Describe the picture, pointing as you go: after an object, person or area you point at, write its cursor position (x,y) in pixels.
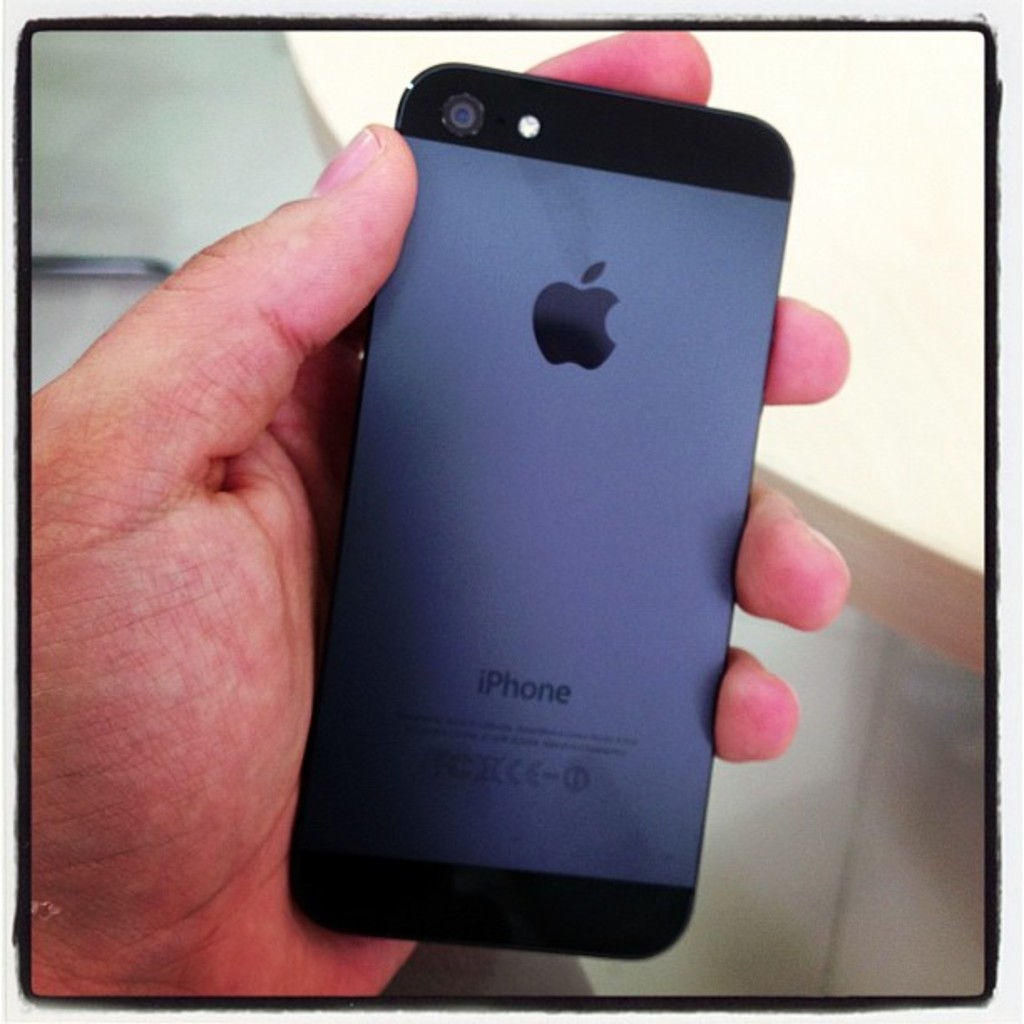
In this image we can see the person hand (204,526) holding a mobile (522,573).
